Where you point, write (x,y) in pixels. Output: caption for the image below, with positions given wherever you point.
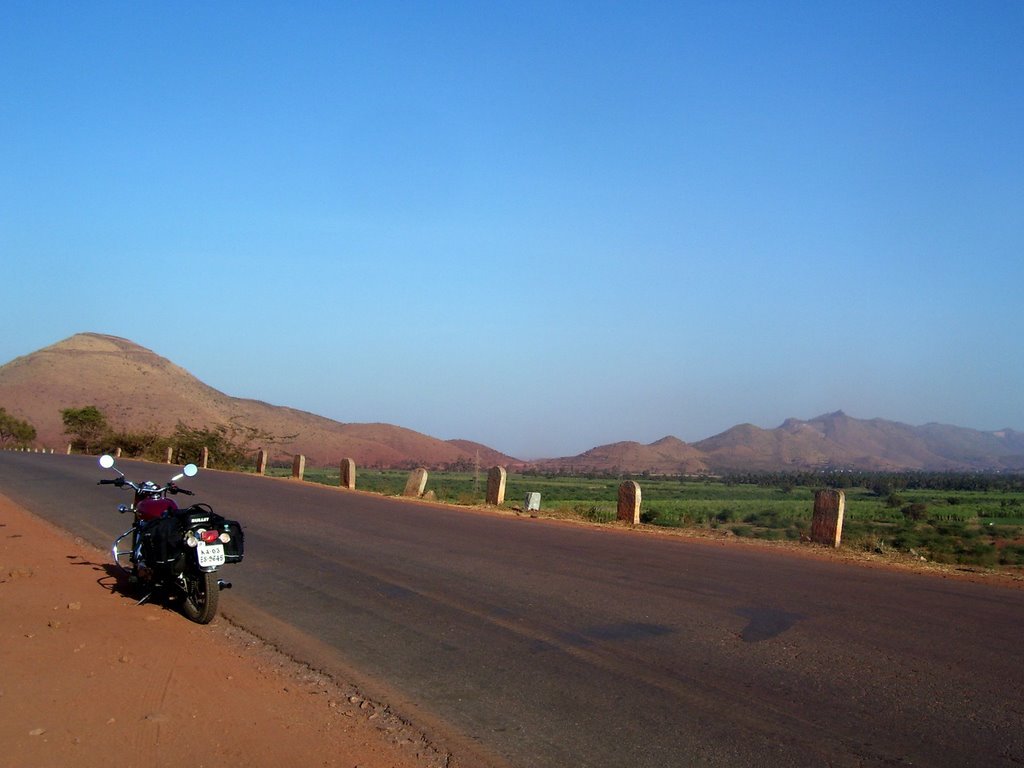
In this image we can see a motorbike (191,505) parked on the side of the road (120,535). Here we can see the milestones (819,514), farmland (741,500), trees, hills (91,390) and the blue sky (432,249) in the background (547,293).
